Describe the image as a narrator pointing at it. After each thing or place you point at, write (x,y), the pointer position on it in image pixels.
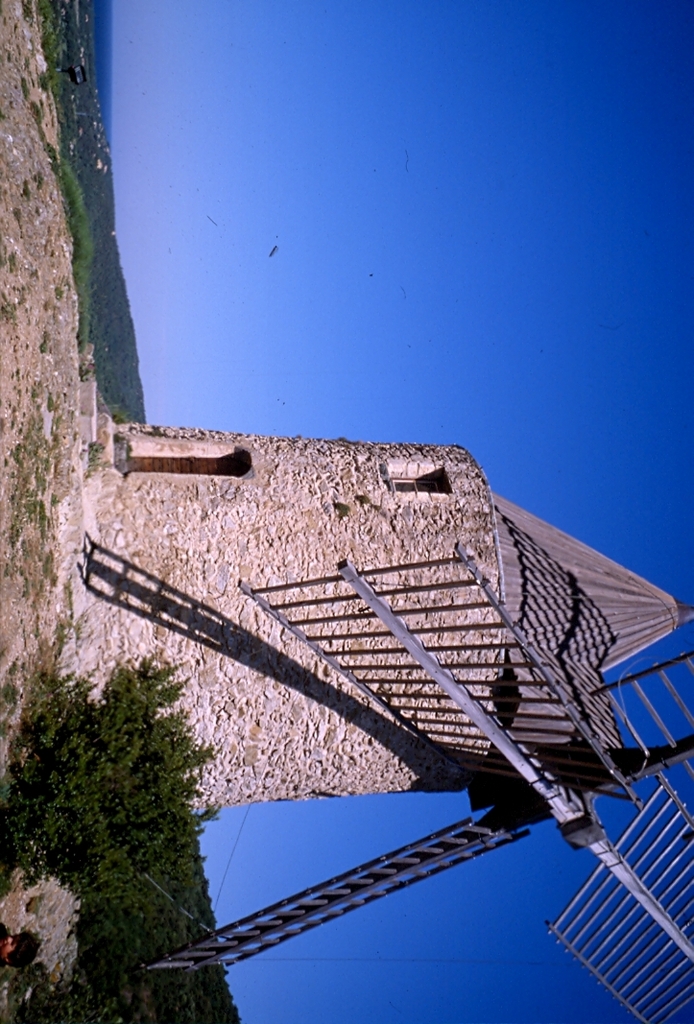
In the picture I can see a windmill (422,783) and plants (107,866). In the background (293,324) I can see the sky (379,239).
